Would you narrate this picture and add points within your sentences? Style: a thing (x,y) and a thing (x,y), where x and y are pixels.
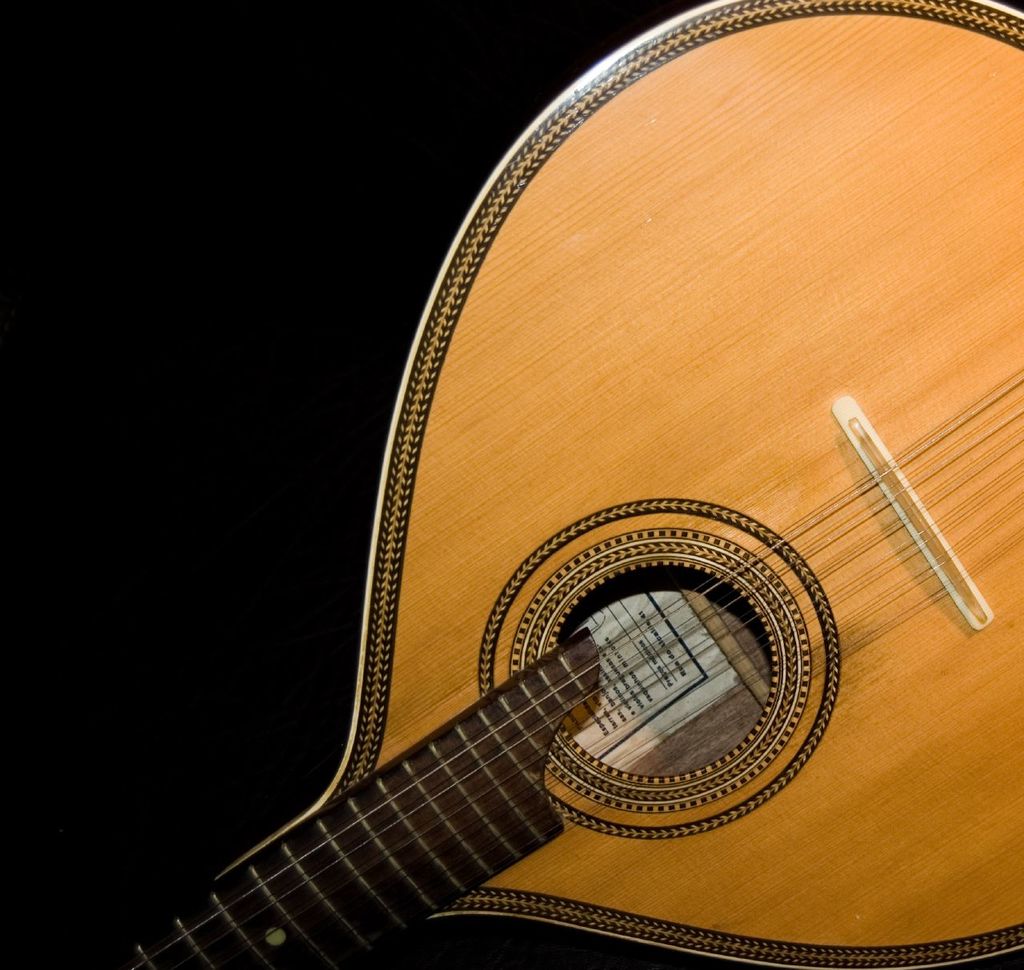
This wooden musical instrument (488,430) is highlighted in this picture.
